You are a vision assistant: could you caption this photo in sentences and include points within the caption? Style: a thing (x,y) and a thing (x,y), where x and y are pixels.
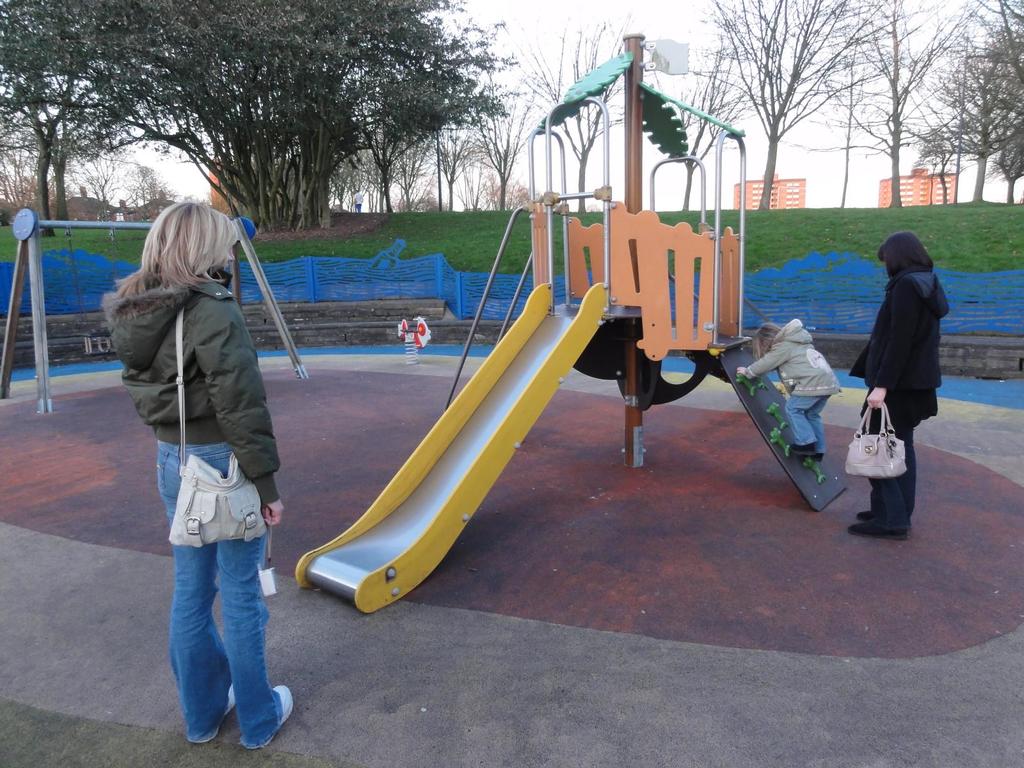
In this image there are two people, a child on the slider (724,350), a swing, a white color object (404,333), a fence (466,311), a person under one of the trees (415,203), buildings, grass (773,219) and the sky (819,186).
